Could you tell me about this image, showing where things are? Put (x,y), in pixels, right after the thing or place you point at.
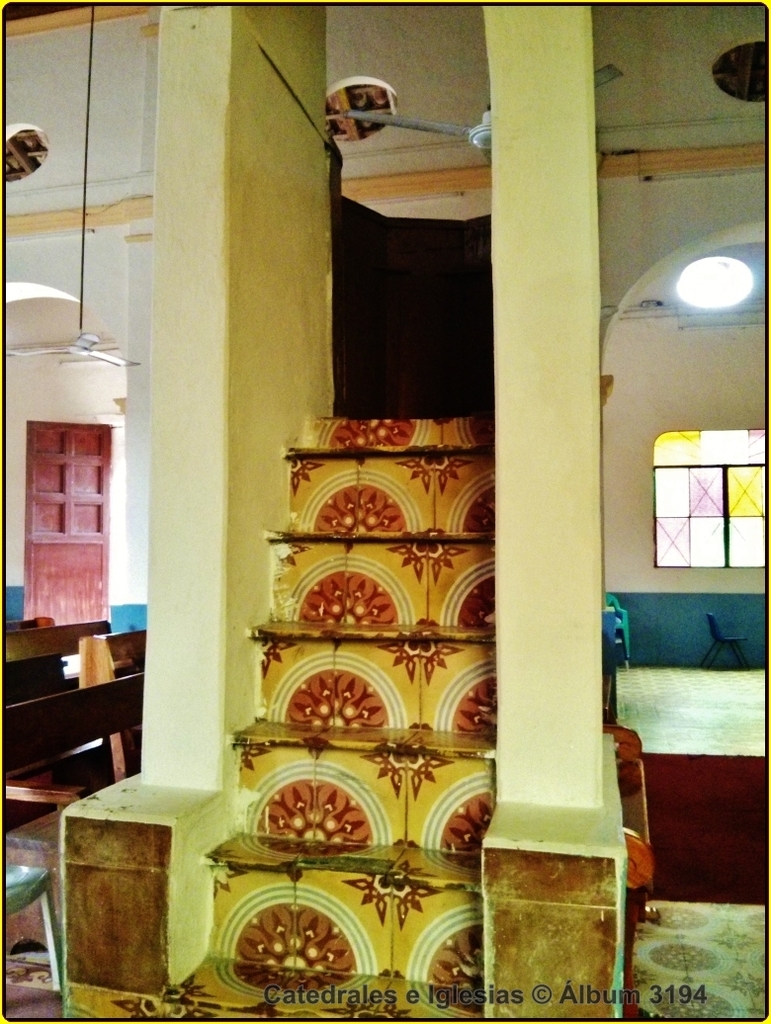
In this image we can see the interior of a room (395,560) and we can see the steps (319,775) with colorful paint (321,559). There are some benches (14,841) and chairs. We can also see fans (83,201) attached to the roof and there is a door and windows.
